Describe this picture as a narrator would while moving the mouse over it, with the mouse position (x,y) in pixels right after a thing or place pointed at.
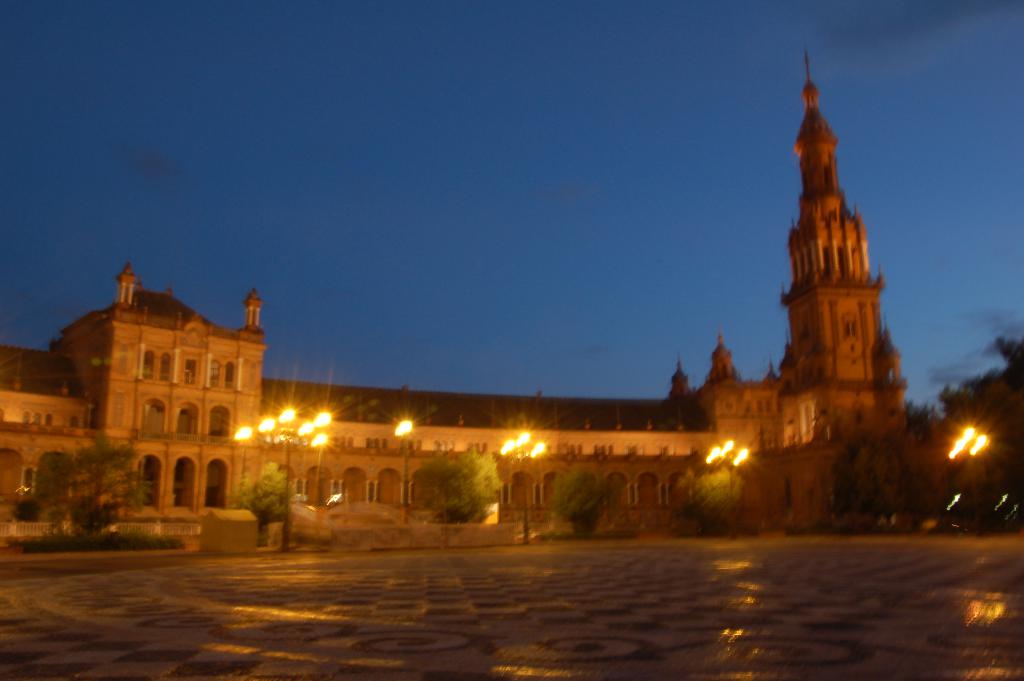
To the bottom of the image (434,601) there is a floor (318,565). In the background (302,412) there are poles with lights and also there are trees (77,511). Behind the trees (121,514) there is a building (246,469) with roofs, walls (246,461), windows (192,411) and pillars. To the top of the image (588,89) there is a blue sky (508,168).
